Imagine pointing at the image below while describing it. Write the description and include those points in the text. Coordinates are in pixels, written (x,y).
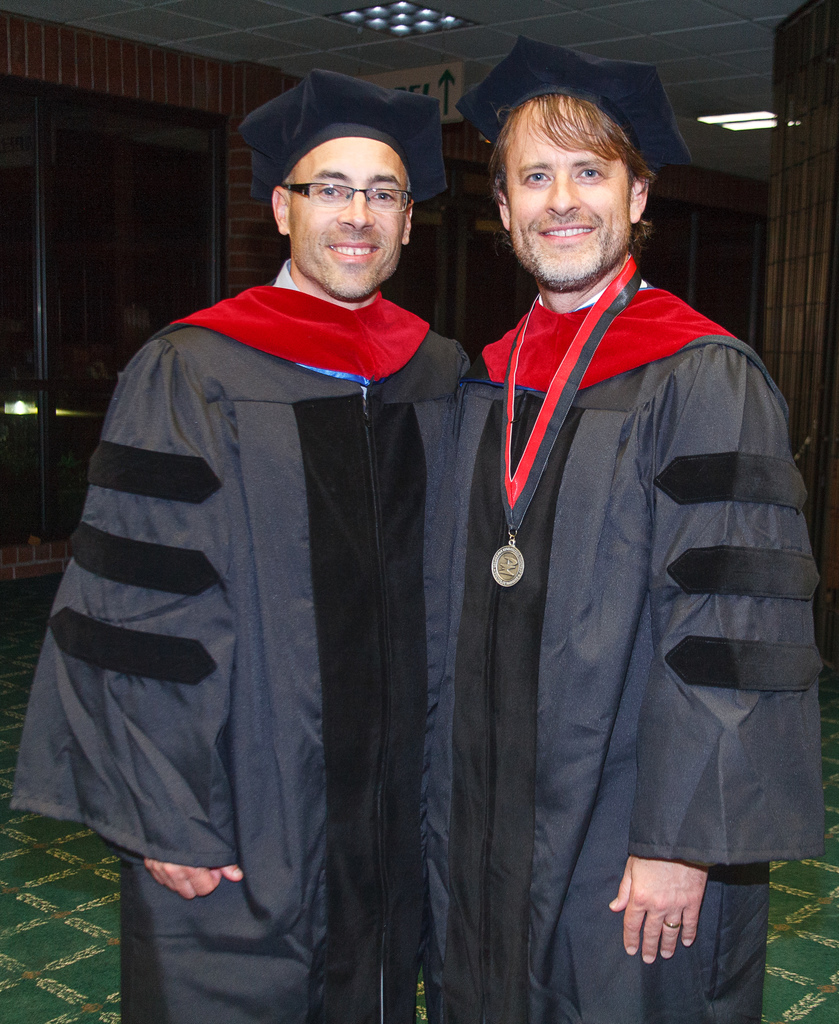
In this picture we can see two people (540,805), they are wearing caps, one person (540,804) is wearing a medal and in the background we can see a roof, wall (817,511), glass doors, lights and some objects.
